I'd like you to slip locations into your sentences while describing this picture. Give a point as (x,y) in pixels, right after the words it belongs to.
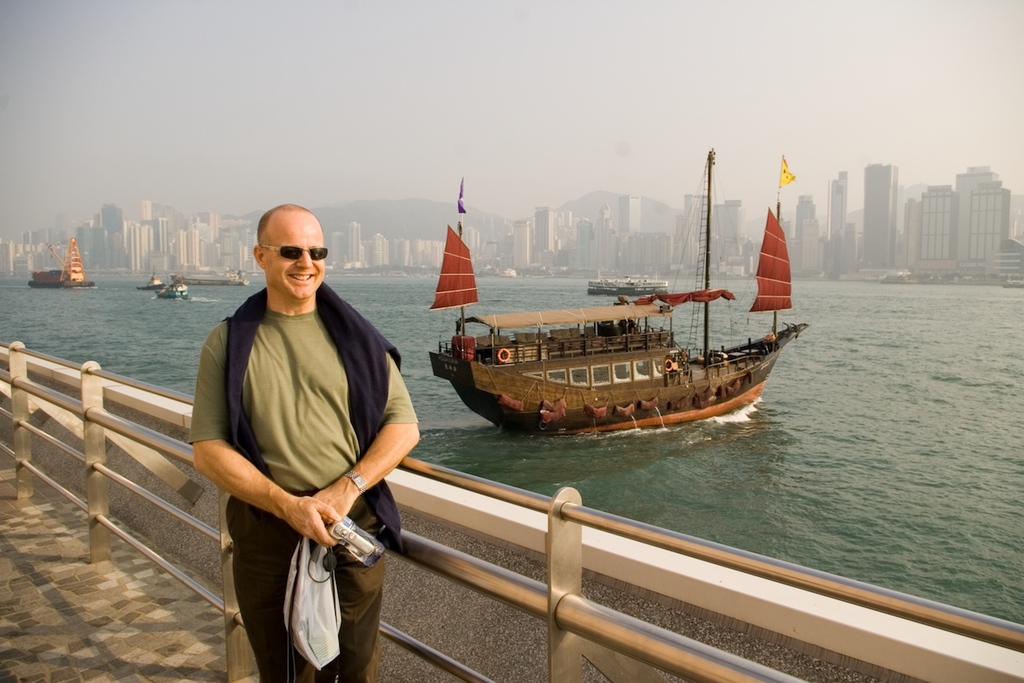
In this picture I can see a man (289,476) in front (238,352), who is standing on the path (142,537) and I see that he is holding few things (324,569) in his hands (299,507) and I see that he is smiling. In the middle of this picture (525,291) I see the water (807,359) on which there are few boats (605,403). In the background (210,212) I see number of buildings (830,233) and the sky (453,98).
